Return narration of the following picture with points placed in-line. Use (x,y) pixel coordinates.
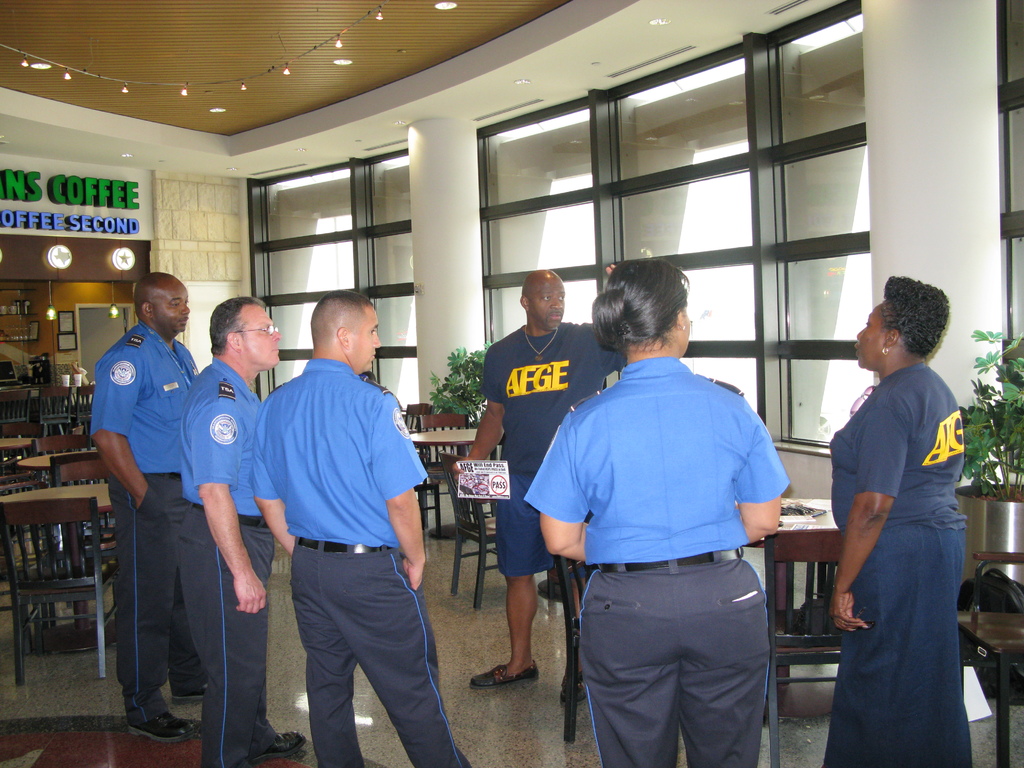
In this image there are group of people (546,514) standing, a person (526,496) holding a paper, there are chairs (22,408), tables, plants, frames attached to the wall (8,345), lights (442,7), name board (94,191), objects (16,313) in the racks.
